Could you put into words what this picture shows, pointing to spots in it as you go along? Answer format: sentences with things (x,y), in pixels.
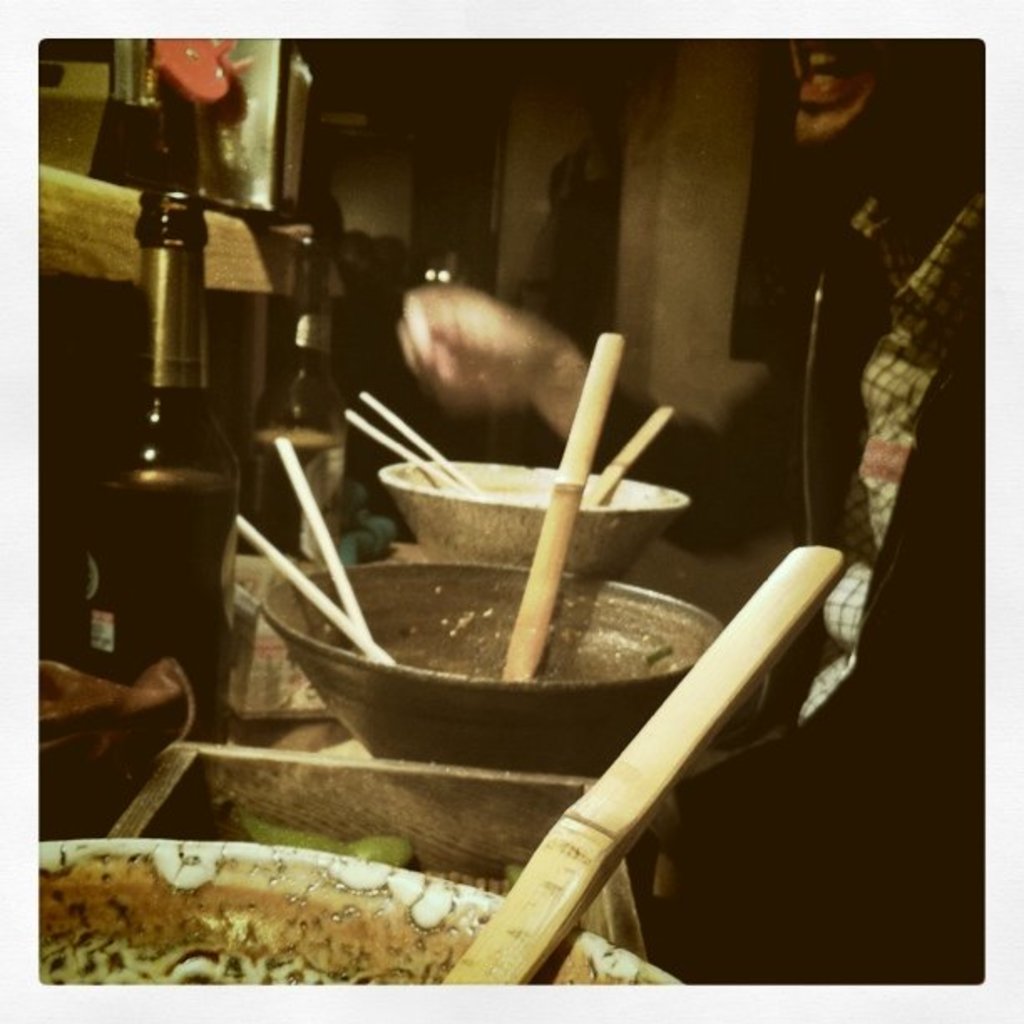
In this picture there are bowls (515,693), spoons (549,602), chopsticks (352,610) and bottles (208,623) on the table (284,735). To the right corner of the image (906,527) there is a person (911,404). The background (582,248) is dark and blurred.
